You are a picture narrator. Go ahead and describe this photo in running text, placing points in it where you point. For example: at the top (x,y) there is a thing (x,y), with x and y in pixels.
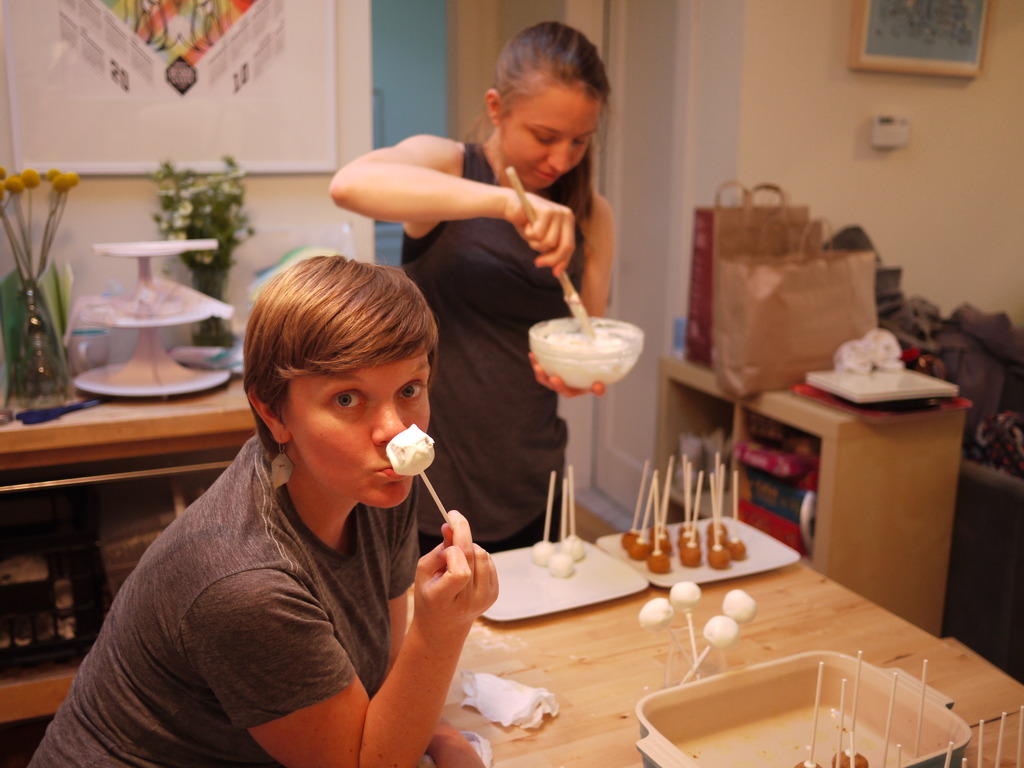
Here we can see that a woman (346,392) is sitting on the chair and eating the lollipop (421,446), and in front (651,602) here is the table (647,590) and container (718,695) on it and some food items (662,571) on the plate (678,539), and at back (488,182) a woman (515,143) is standing and holding a bowl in her hand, and at back (222,202) on the table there is flower vase (206,203) and many other objects (126,253) on it, and here there are bags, and here is the wall (890,217).
